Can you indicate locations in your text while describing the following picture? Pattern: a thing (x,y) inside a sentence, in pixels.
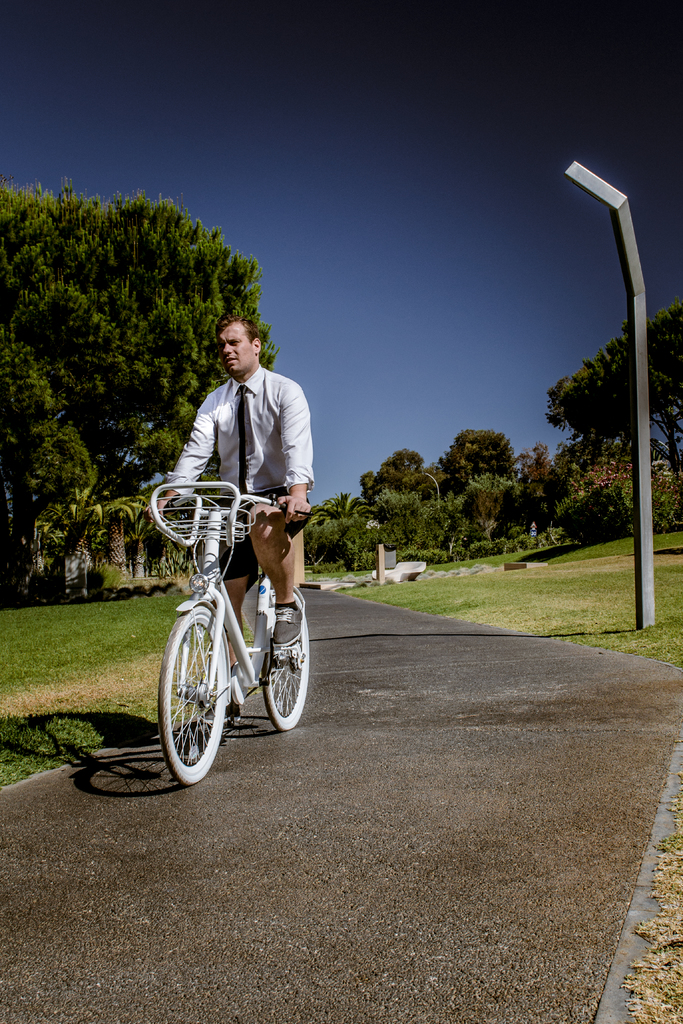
In this image I can see a man (273,493) riding a bicycle (218,594). He wore White shirt (257,430), tie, shorts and shoes (285,618). I can see a big tree (107,333) at the left corner of the image (42,353). At top (228,84) I can see a clear sky (271,81). There is a pole (634,393) at right corner of the image (617,222). There is a bench (412,570) to sit at the background (393,573). This is the road (363,804) where vehicles (270,625) move. This is a grass (103,663).
